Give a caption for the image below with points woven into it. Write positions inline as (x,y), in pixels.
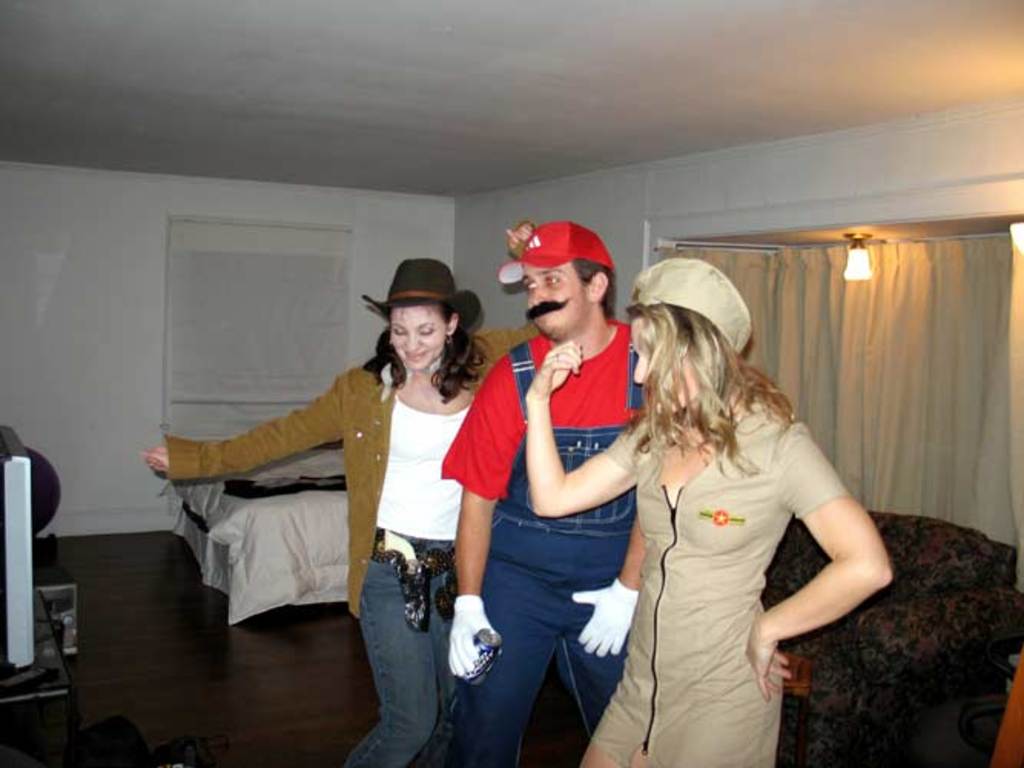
In this picture three members (501,476). Two of them were women (667,607) and one of them was a man (520,453) wearing red and blue color dress (521,475). All of them were wearing caps (454,291) on their heads (410,320). One of the woman (357,390) is wearing hat (407,304). In the background (276,529) there is a bed (304,498) and a curtain (845,372). We can observe a light (859,250). There is a wall (100,294) which is in white color.
